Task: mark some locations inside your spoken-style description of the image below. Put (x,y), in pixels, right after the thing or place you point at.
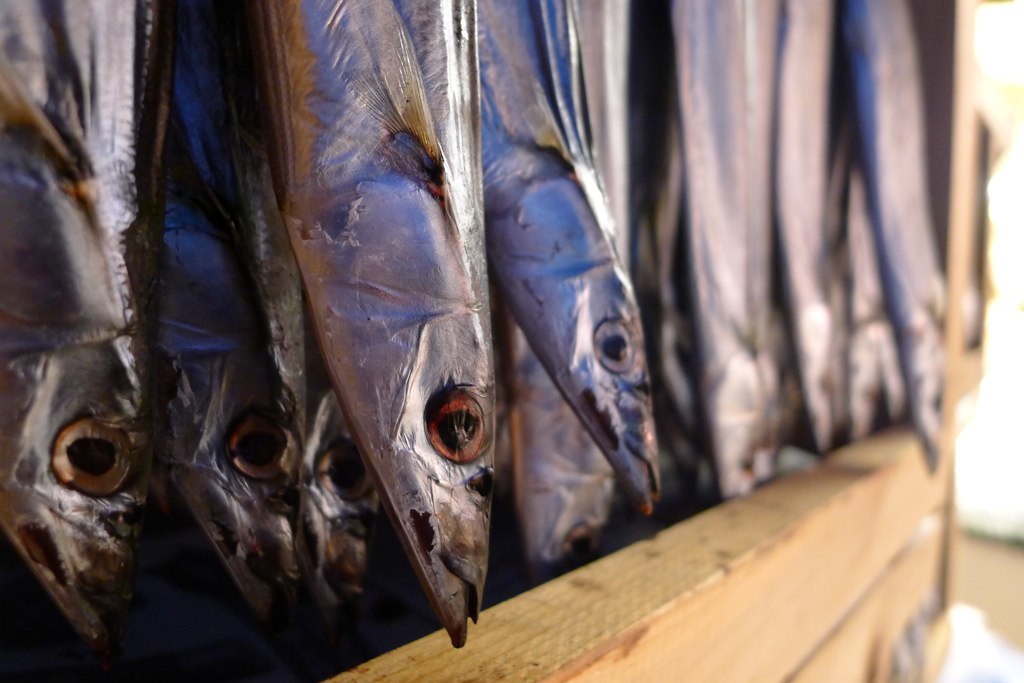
In this image I can see a wooden object (815,552). I can also see the fish (512,400).
